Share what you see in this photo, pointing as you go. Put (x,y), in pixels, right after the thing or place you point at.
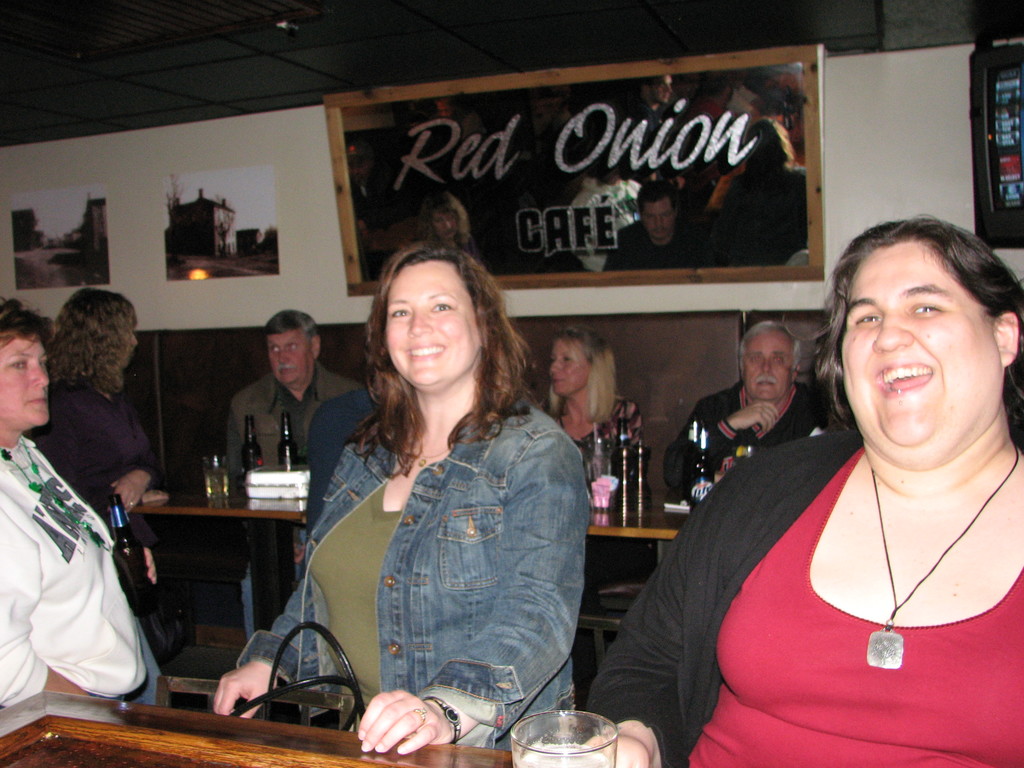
In this image we can see persons (339,626) standing on the floor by holding beverage bottles (134,580) in their hands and tables (276,553) are placed in front of them. On the tables (279,541) we can see beverage bottles (624,475), glass tumblers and storage containers (297,484). In the background (646,180) we can see name board (671,179) and wall hangings (75,231) to the wall (125,212).
